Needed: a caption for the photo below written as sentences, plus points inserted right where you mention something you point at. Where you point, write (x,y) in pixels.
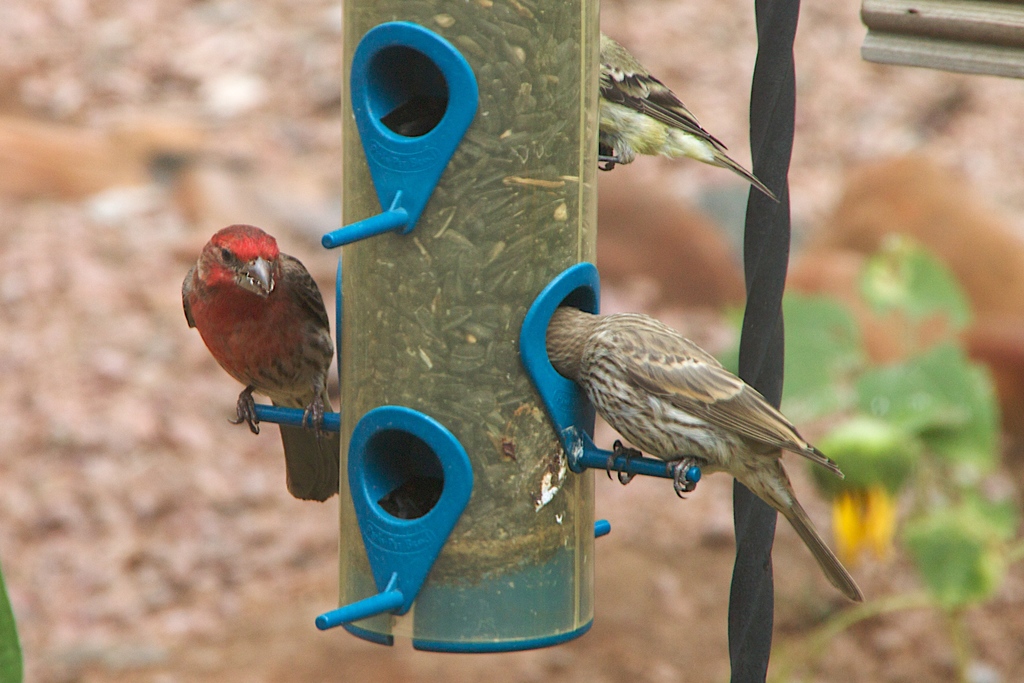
In the middle of the image (536,331) we can see a bird feeder (525,341), on the bird feeder (593,295) we can see some birds (660,431). Background of the image (1002,599) is blur.
